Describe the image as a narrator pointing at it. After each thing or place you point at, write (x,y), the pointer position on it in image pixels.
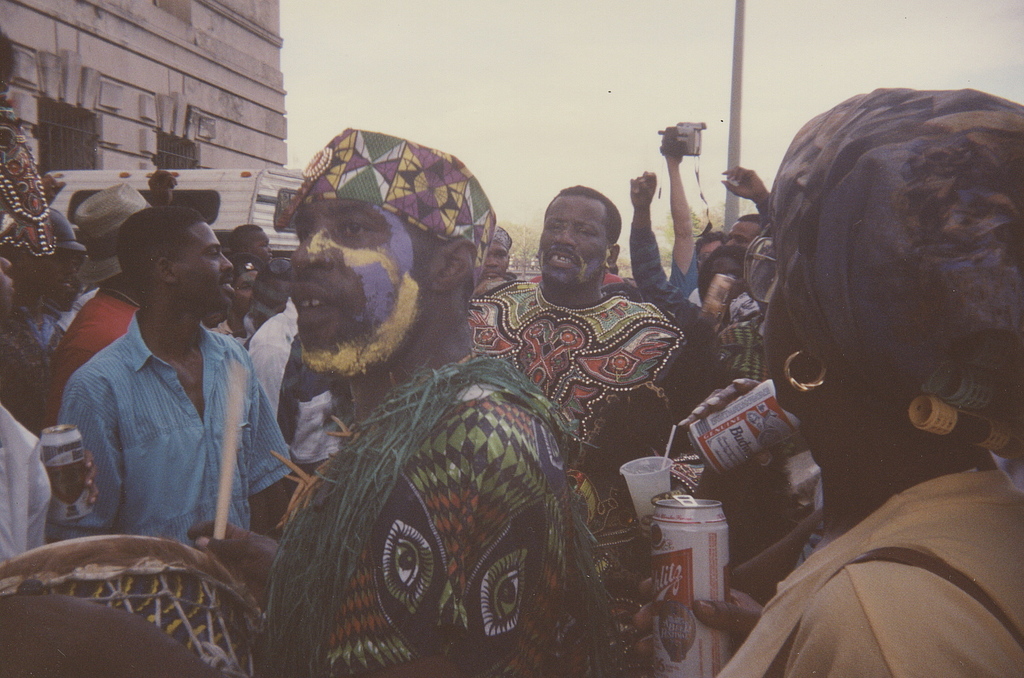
In the middle (592,226) a man (418,283) is there, in the right side (891,658) a woman (969,665) is there, she wore a t-shirt (918,545) and also headwear (944,184). There are few other people (570,396) standing, in the top (489,104) it's a sky (512,94).
